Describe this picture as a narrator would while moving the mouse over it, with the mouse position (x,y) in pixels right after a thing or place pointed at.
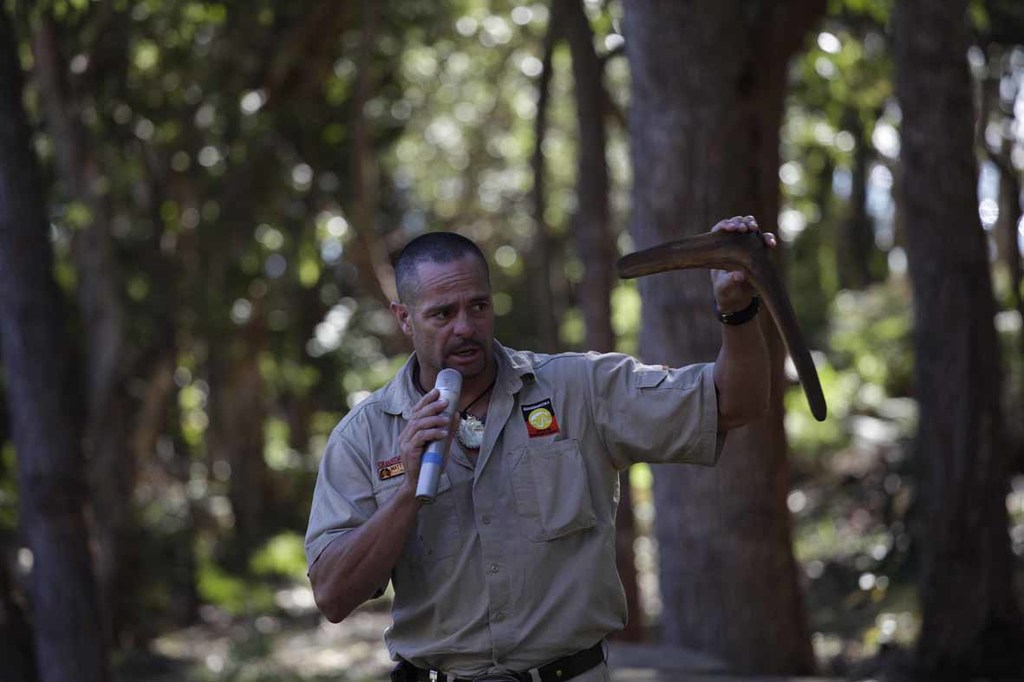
In this image, we can see a person (618,500) wearing clothes (509,603). This person (496,624) is holding a mic (449,388) and boomerang (722,261) with his hands (742,296). In the background (280,272), image is blurred.
